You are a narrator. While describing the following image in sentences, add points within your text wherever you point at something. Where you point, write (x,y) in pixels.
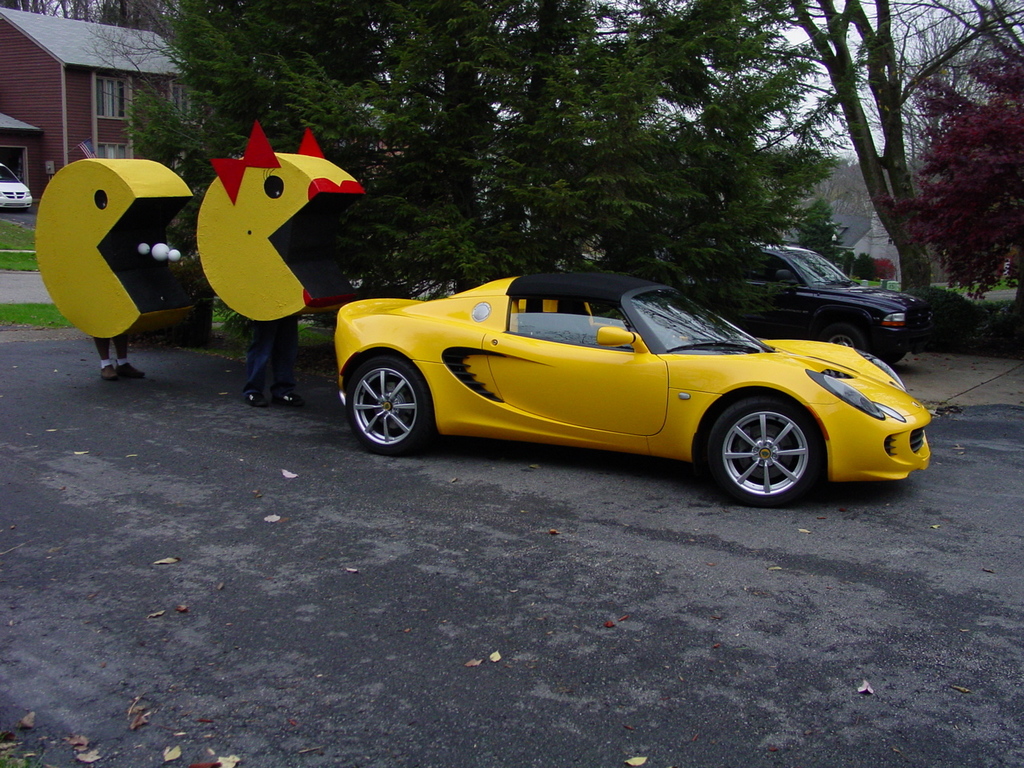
In this image I can see few cars (864,379) in yellow, white and black color. I can see few trees (681,133), buildings (72,29), windows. Two people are holding and yellow and red objects (315,211). The sky (799,106) is white color.
